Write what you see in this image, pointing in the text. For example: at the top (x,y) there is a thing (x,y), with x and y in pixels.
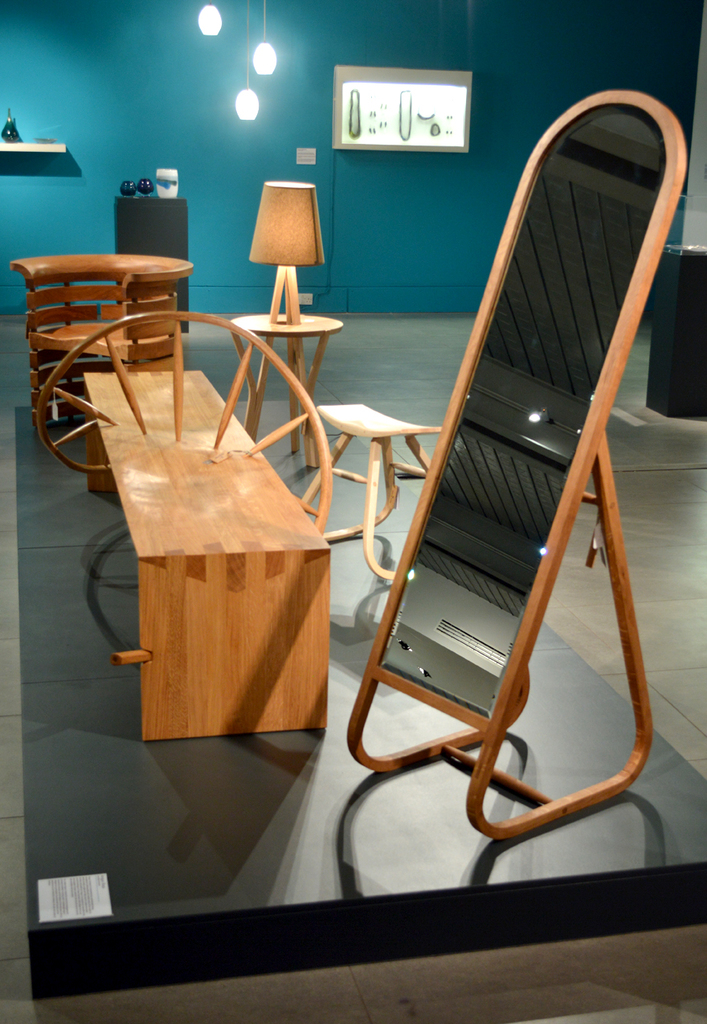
In this picture I can see a wooden table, wooden bench (221,627) and some other wooden objects (559,449) on the floor (372,605). In the background (237,164) I can see a blue color wall (270,161), lights (274,186) and some other objects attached to the wall (179,91).
